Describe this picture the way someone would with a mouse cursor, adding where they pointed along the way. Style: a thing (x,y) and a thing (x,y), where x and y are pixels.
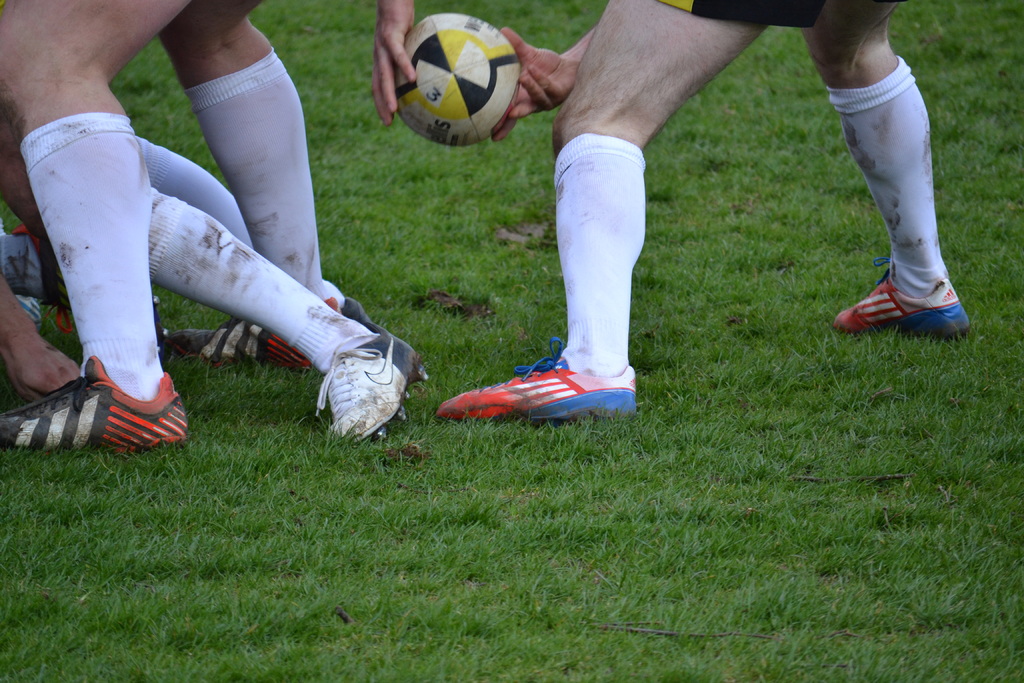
This image is clicked in a ground (400,530). There are few persons (151,158) in this image. They are playing a game. To the right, the person (641,191) is holding a ball (472,95). In the image there is green grass (721,514) at the bottom (675,557).
